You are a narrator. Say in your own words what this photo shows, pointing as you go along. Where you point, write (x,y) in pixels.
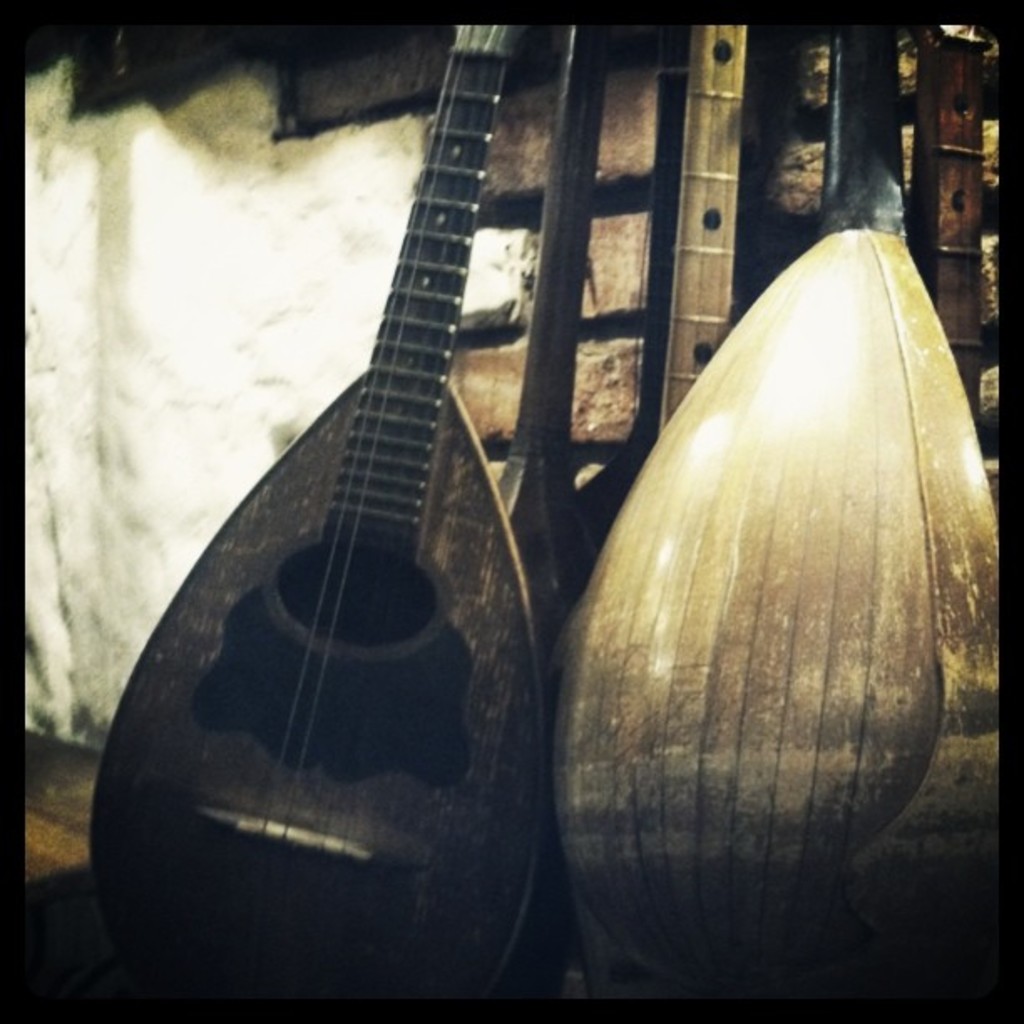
In this picture we can see the guitars (365,546) which is kept near to the brick wall (636,126). In the bottom left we can see wooden floor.
